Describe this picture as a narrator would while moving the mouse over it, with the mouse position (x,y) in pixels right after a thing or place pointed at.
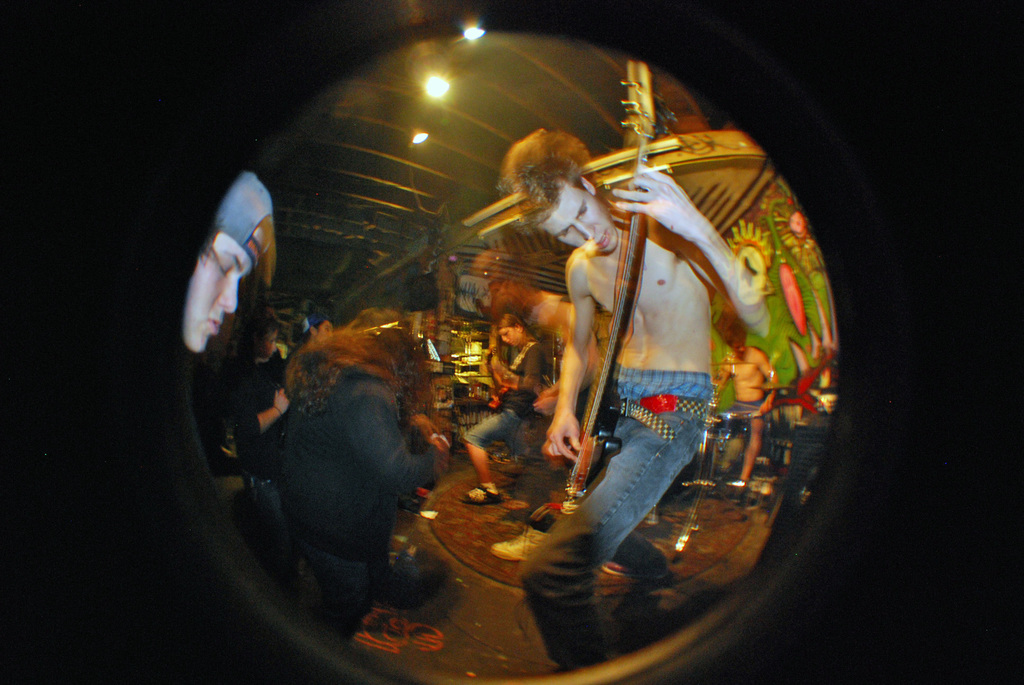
In this image I can see number of people (347,330) and I can see two of them (515,422) are holding guitars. On the left side (271,255) I can see one person (259,242) is wearing a cap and on the top side of the image (437,76) I can see three lights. On the right side (787,232) I can see few black colour things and a painting (787,246) on the wall (788,362). I can also see this image is little bit blurry.
